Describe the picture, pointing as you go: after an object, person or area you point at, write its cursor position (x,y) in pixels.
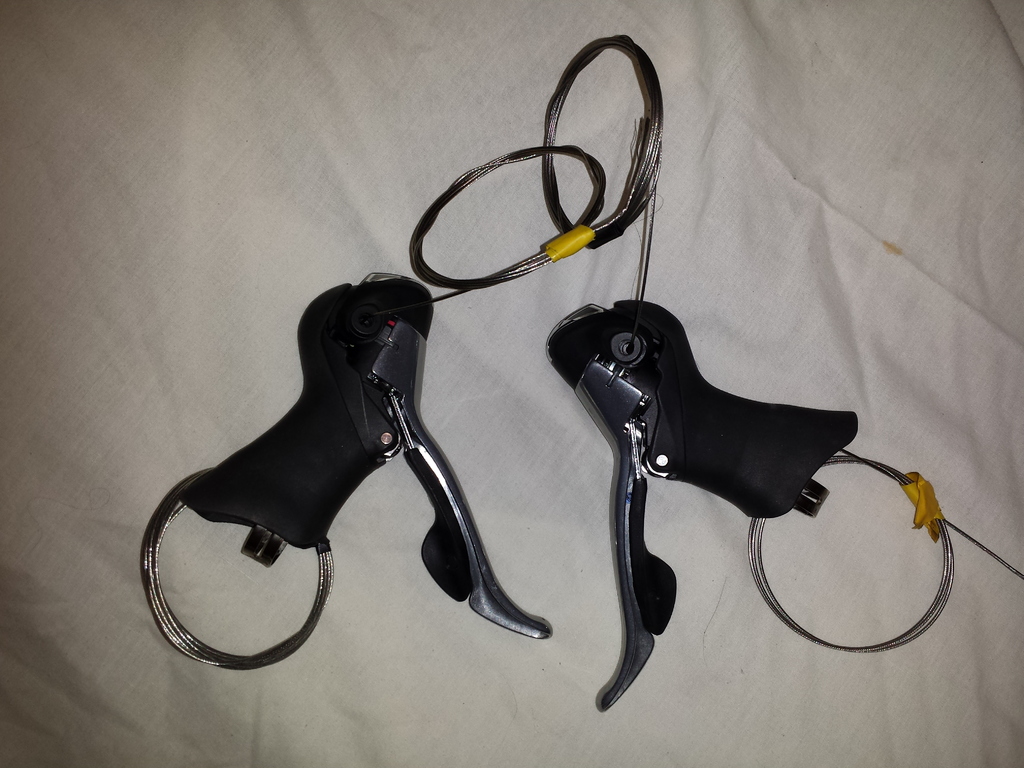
In this picture there are objects (440,462). At the bottom (97,653) there is a white cloth (483,703).
